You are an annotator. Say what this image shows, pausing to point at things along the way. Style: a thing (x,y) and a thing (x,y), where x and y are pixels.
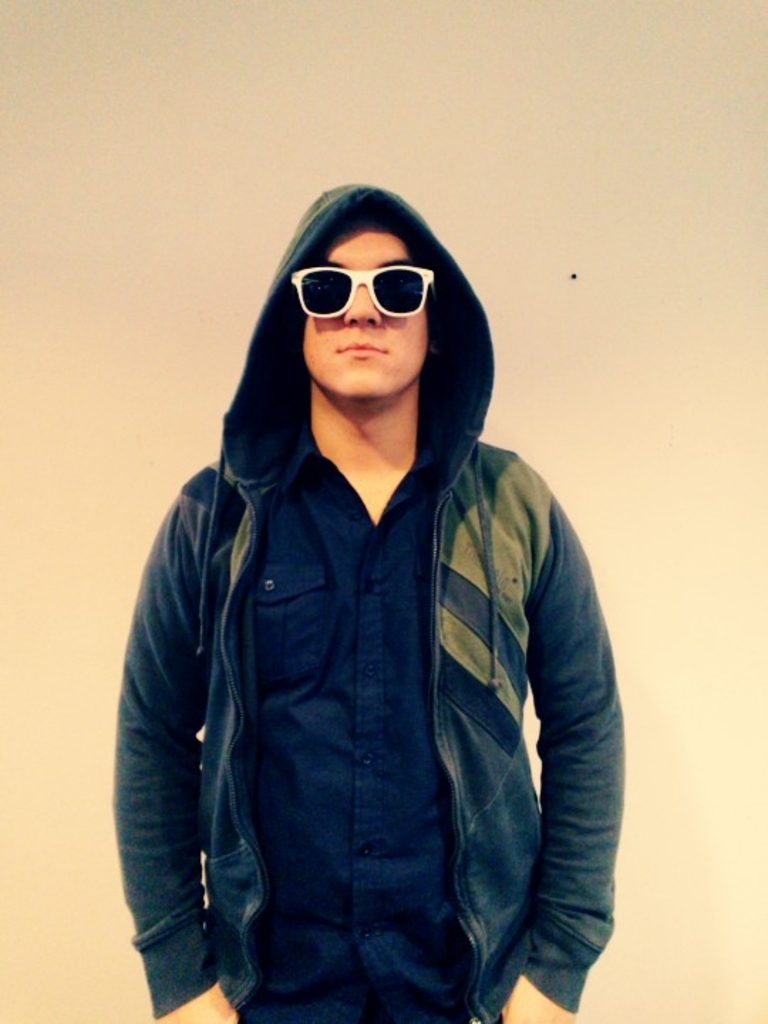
In this picture we can see a man (359,296) wearing goggles (392,271) and hoodie (470,410). He is standing.
